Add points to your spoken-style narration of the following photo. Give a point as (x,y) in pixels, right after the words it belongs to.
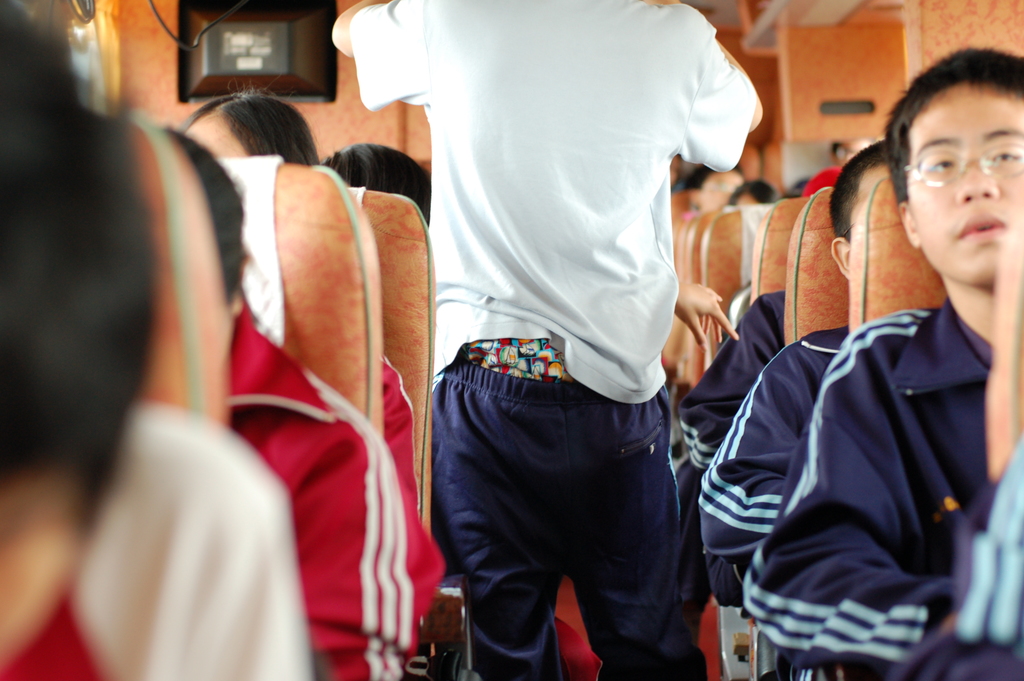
In this picture I can see few people (81,103) seated in the chairs (276,180) and I can see a man (669,272) standing and looks like a television (254,68) on the top left (257,34) and the picture looks like a inner view of a vehicle (881,297).
